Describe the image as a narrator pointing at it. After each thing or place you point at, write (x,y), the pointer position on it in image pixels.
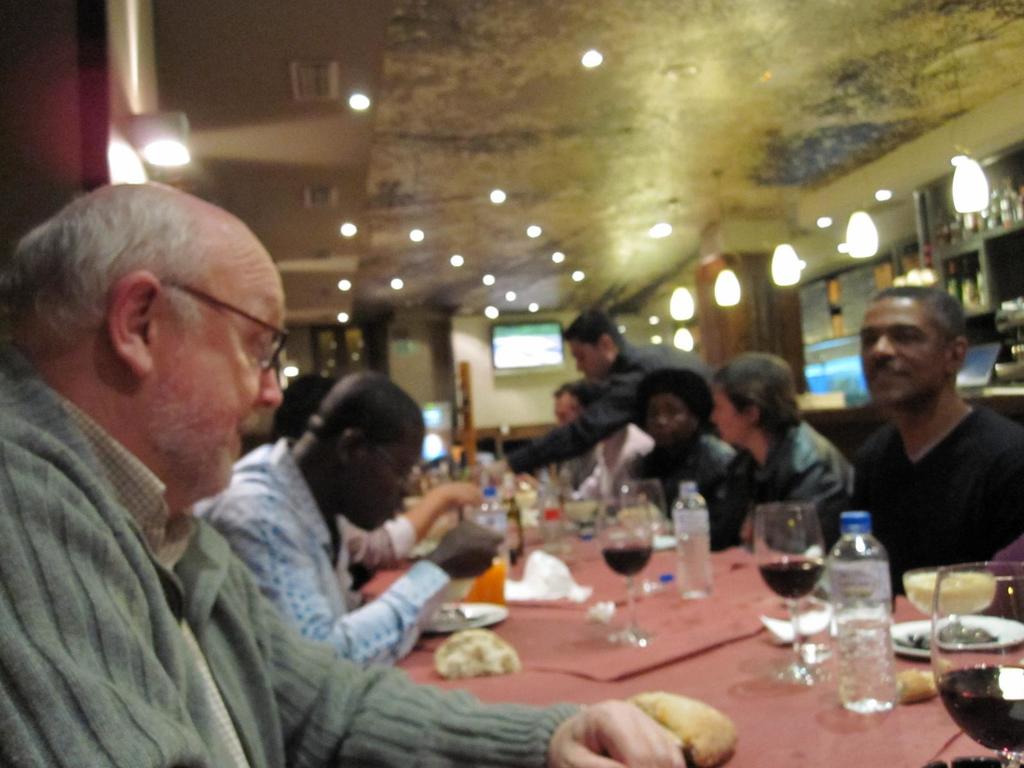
In this image, we can see people (474,751) sitting on the chairs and some are holding some objects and one of them is standing and we can see bottles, food items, plates (965,644) and there are glasses (616,557) with drink (634,568) and some other objects (664,575) on the table (682,667). In the background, there are lights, screens (498,330) and we can see some other objects (1012,271). At the top (273,136), there is a roof (475,141).
